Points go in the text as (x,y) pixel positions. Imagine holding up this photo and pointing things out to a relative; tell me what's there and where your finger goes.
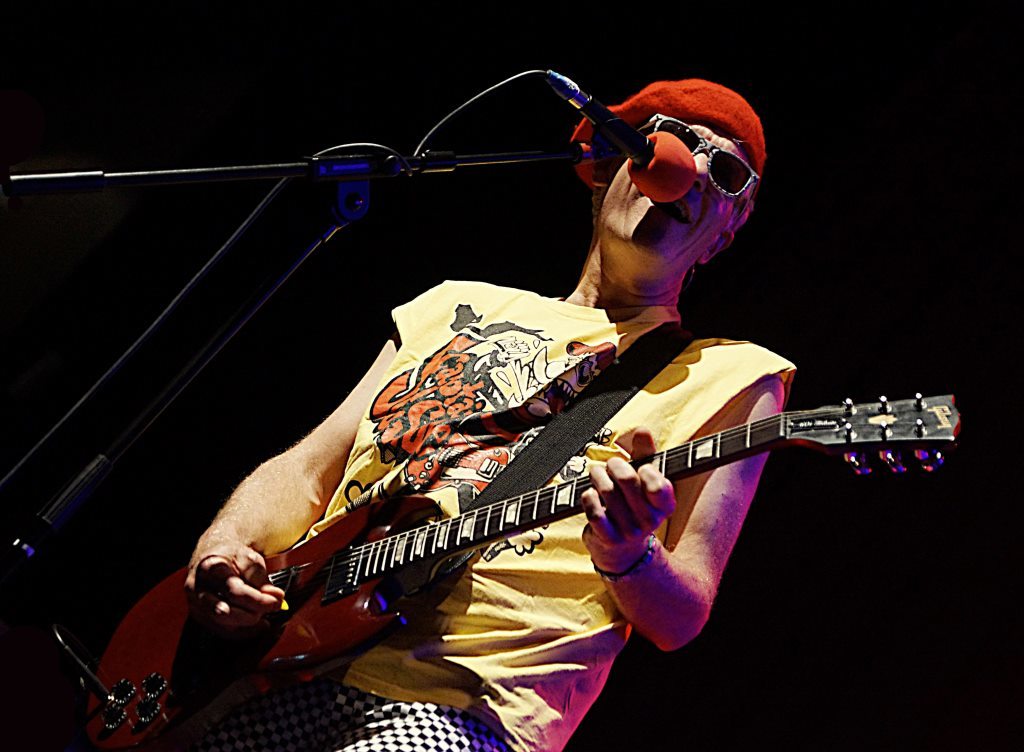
In this image a man (598,353) is singing and playing guitar (441,522) in front of microphone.
